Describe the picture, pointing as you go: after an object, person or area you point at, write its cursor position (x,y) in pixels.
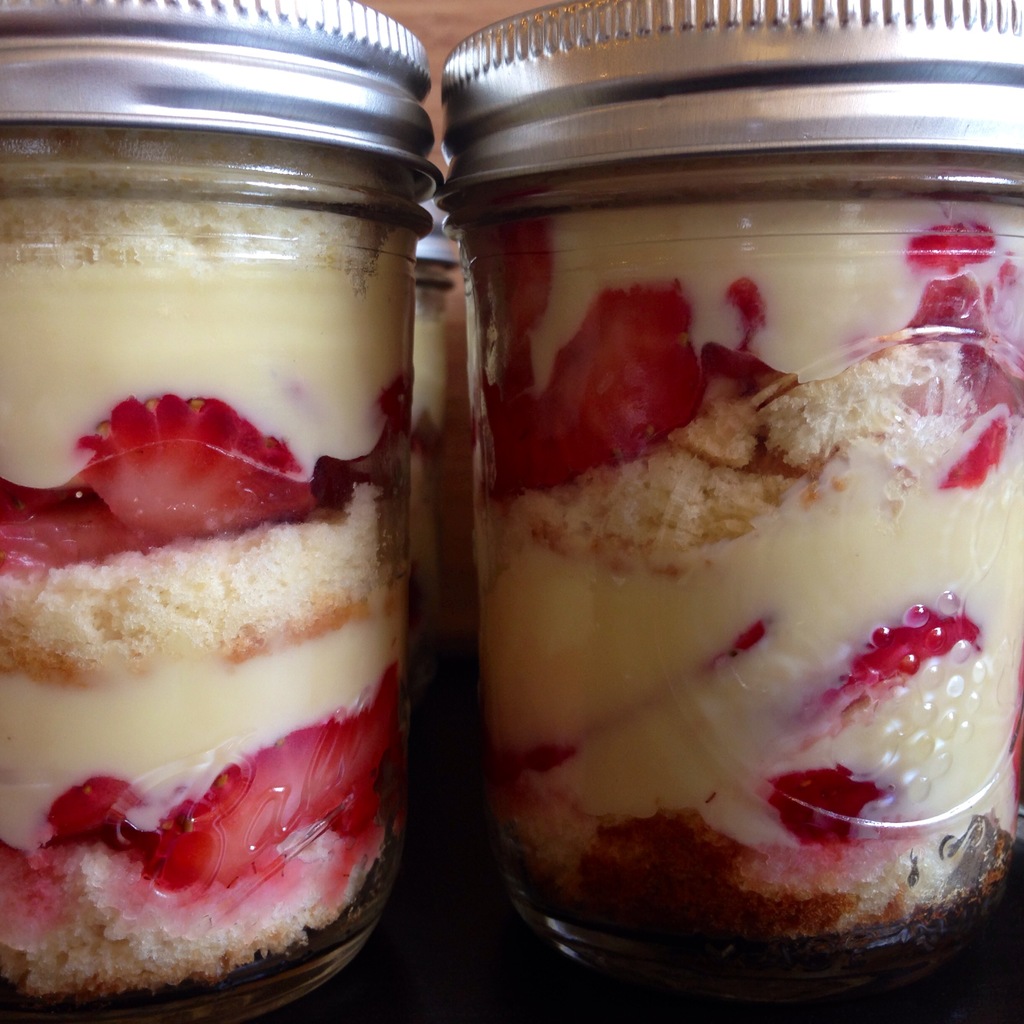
Here I can see three jars (445,362) which consists of some food item (289,363). These are placed on a table (430,938).
